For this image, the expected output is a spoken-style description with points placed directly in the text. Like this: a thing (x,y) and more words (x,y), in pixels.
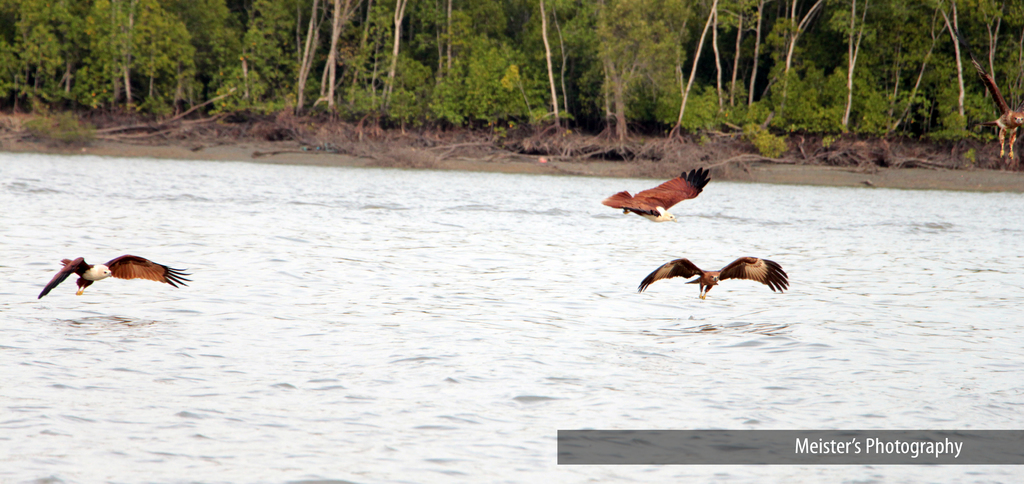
In this image there are birds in the air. At the bottom of the image (421,373) there is water (396,347). In the background of the image (459,81) there are trees (701,57) and there is some text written on the right side of the image (947,446).
